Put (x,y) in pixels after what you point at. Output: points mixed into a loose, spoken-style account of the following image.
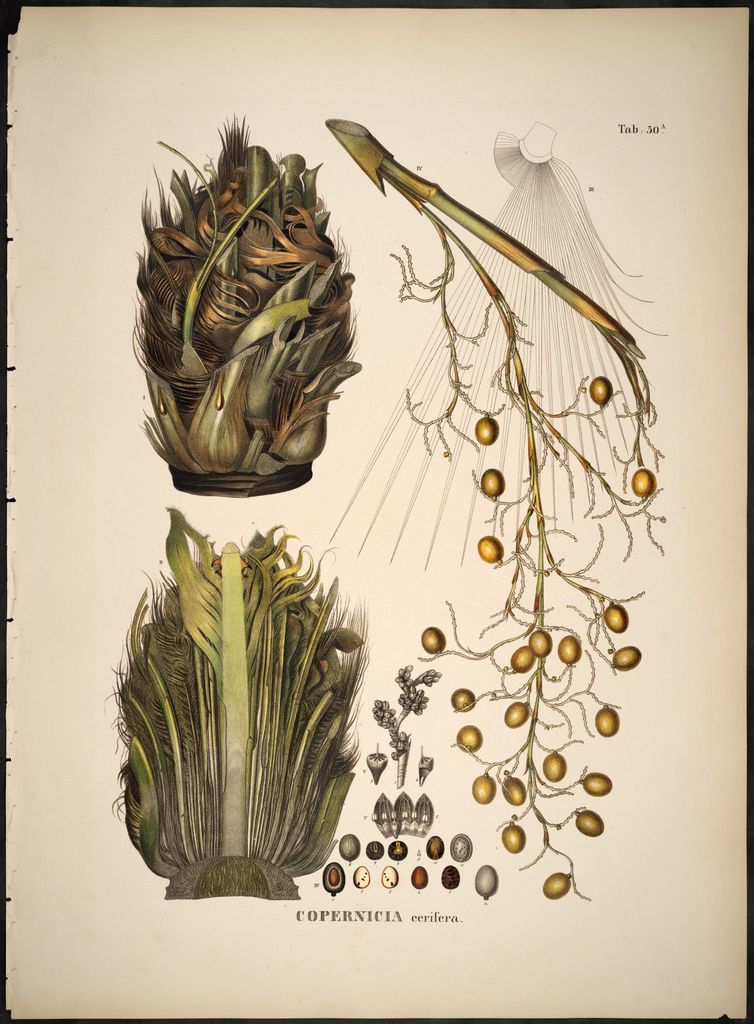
In this picture we can see the drawings (220,562) of leaves (272,364) and branches (543,534) on the paper (329,944). On the paper (326,923) it is written something.
